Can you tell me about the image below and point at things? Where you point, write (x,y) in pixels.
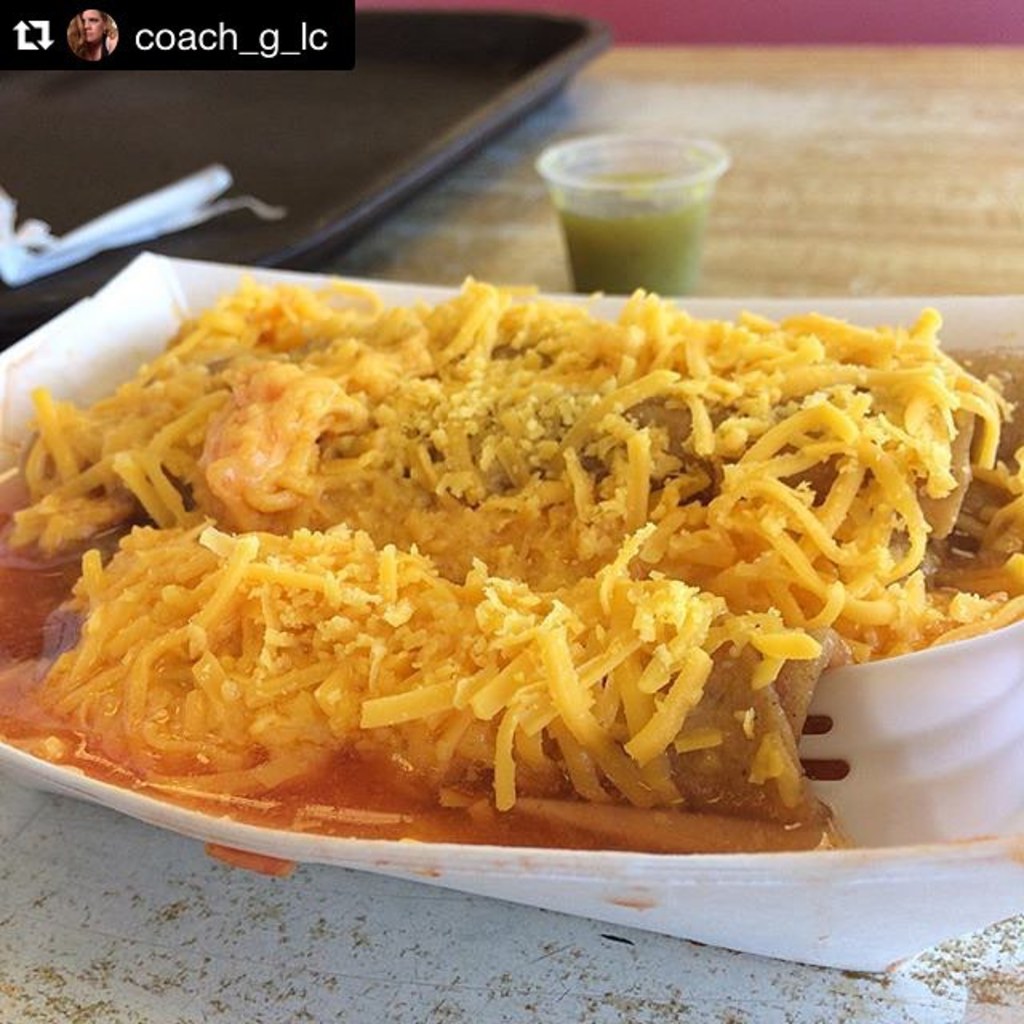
This image consists of food (557,594) with cheese (708,573) on the plate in the center (475,485).
